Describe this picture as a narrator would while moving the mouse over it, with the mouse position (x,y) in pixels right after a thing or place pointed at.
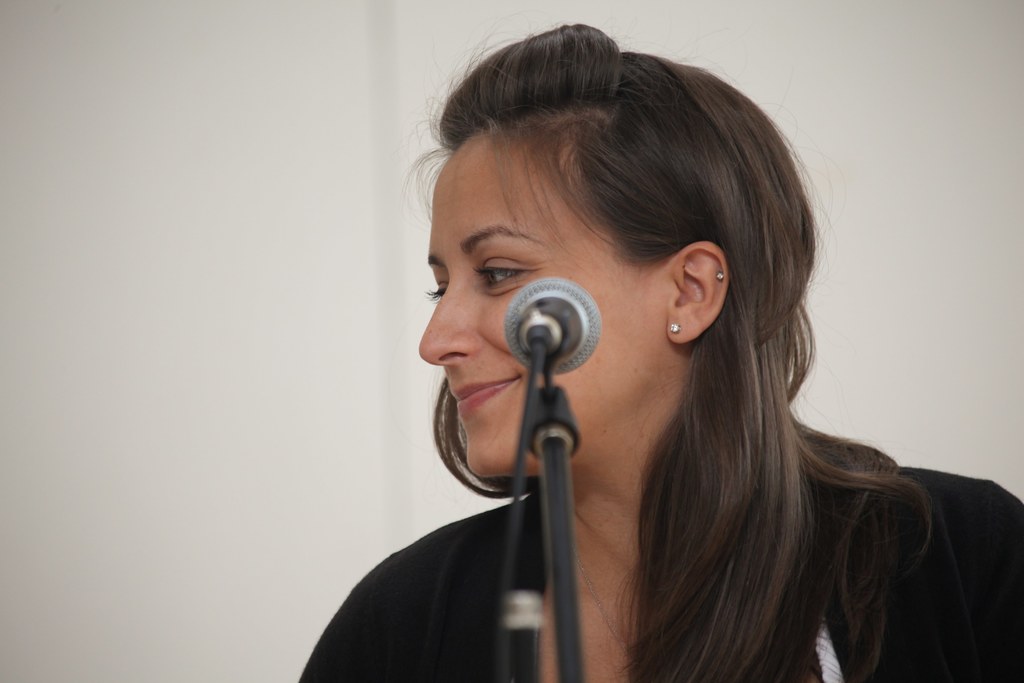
There is a lady (684,400) with ear studs (676,323). In front of her there is a mic (527,345) with mic stand (552,405). In the back (248,202) there is a wall (74,158).
